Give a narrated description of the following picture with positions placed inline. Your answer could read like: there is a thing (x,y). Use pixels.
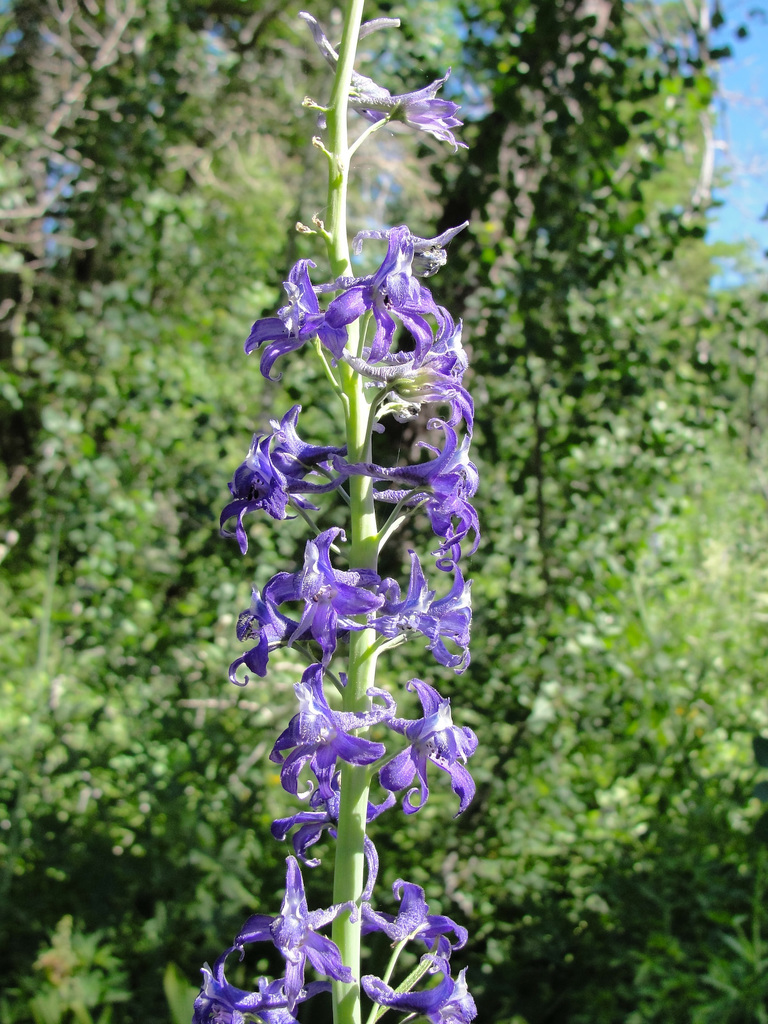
There are violet color flowers (363,905) on a stem (359,379). In the background (385,878) there are trees (565,848).
